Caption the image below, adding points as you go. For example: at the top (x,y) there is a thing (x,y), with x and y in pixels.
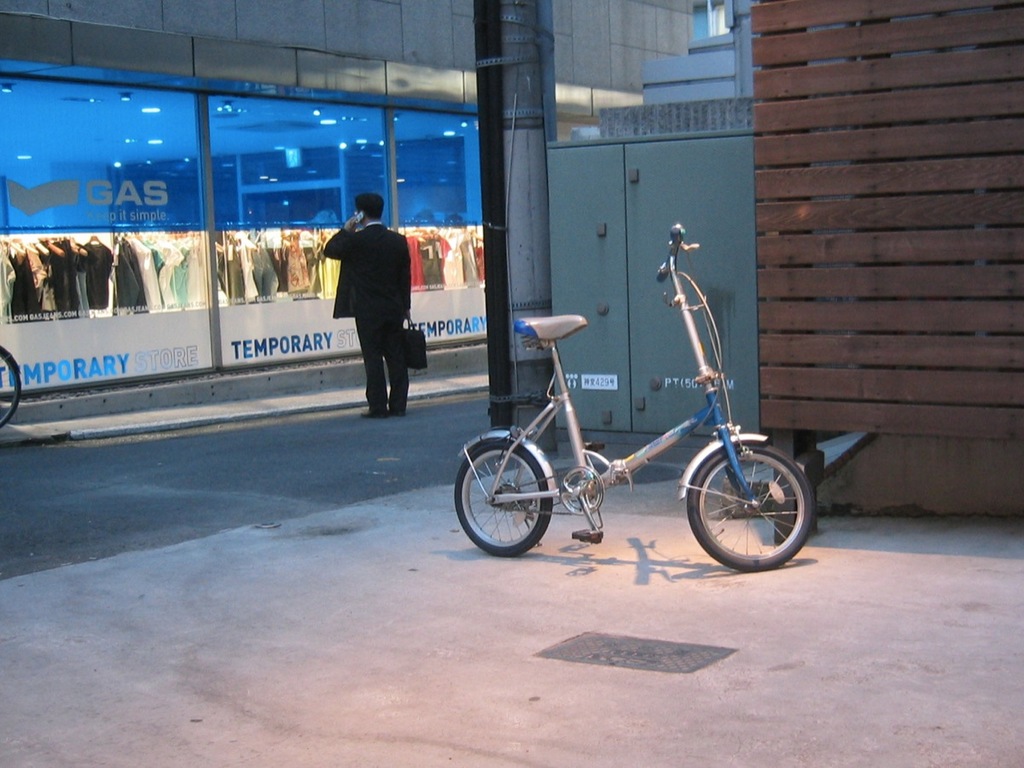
In this image there is a person (381,289) standing and placed his mobile (360,222) near to the ear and in the other hand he is holding a bag (412,343), behind him there is a bicycle (711,471). In the background (255,138) there are buildings (255,138).
